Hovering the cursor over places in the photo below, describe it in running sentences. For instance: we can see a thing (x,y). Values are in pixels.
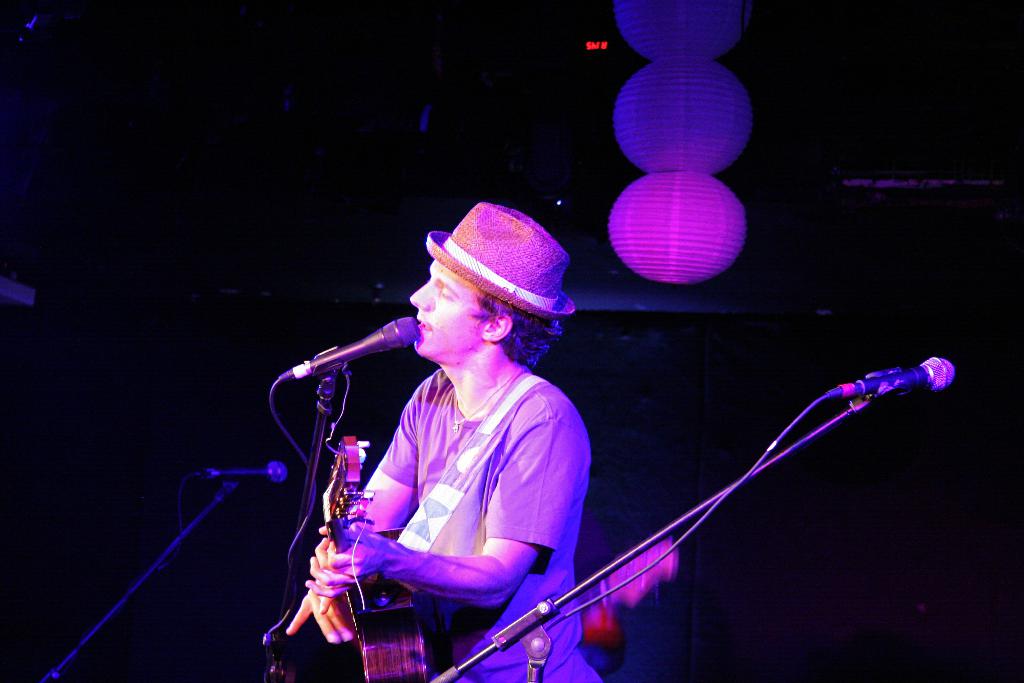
In this image, In the middle (507,445) there is a man (479,517) playing a music instrument (366,595) and he is singing in the microphone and in the background (720,211) there are purple color balls (689,147).
